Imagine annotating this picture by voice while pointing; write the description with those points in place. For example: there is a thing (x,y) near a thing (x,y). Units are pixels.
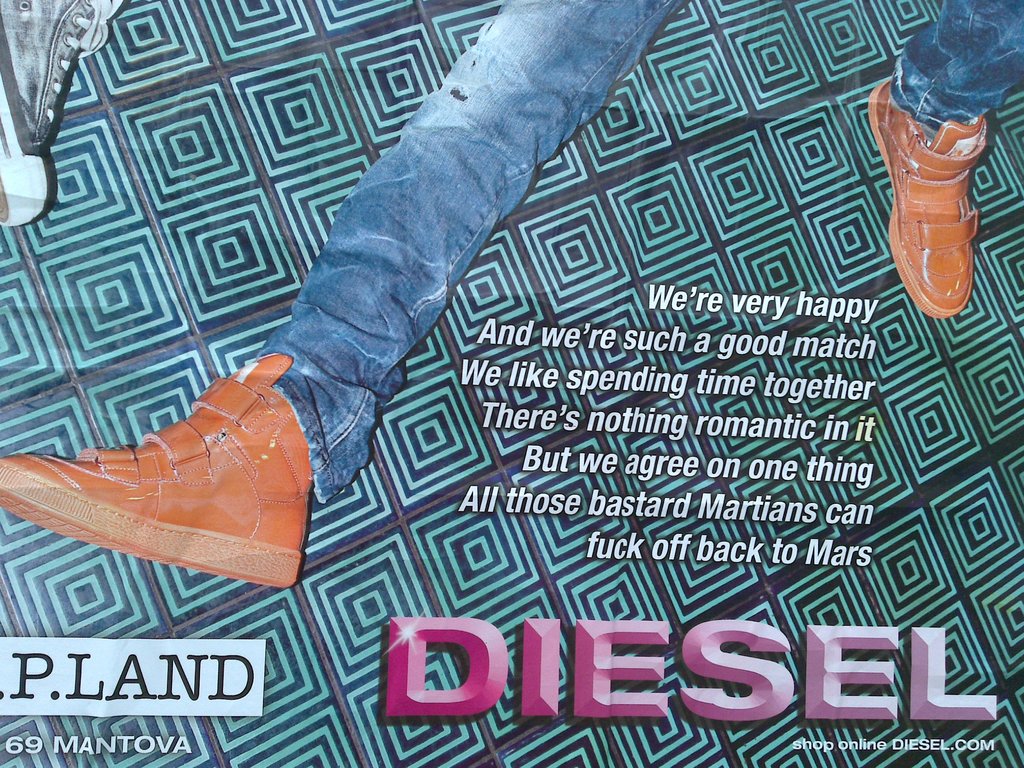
In this image we can see a poster (442,364). In the poster (487,302) we can see the legs (444,218) of a person (361,324) who is wearing the shoes (220,519). At the bottom (648,638) there is some text (661,632). On the left side (22,60) top there is another shoe (48,96).
